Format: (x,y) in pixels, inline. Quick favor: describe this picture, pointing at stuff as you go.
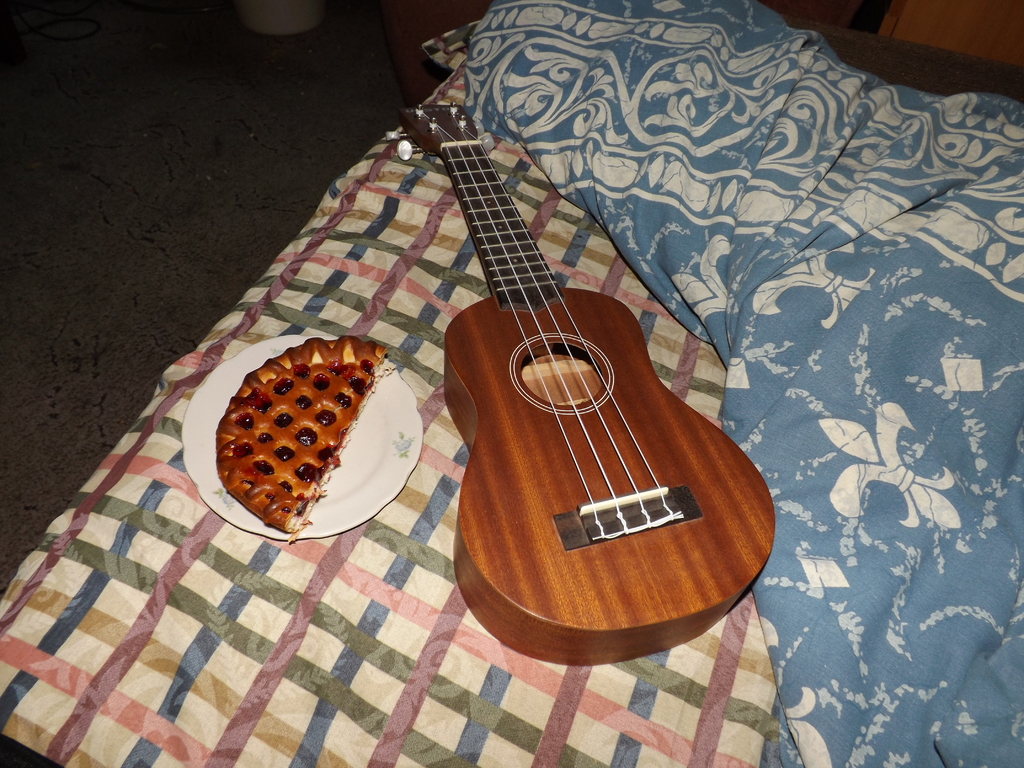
It's a guitar (565,651) on the bed (476,646) and a plate food (385,502).
